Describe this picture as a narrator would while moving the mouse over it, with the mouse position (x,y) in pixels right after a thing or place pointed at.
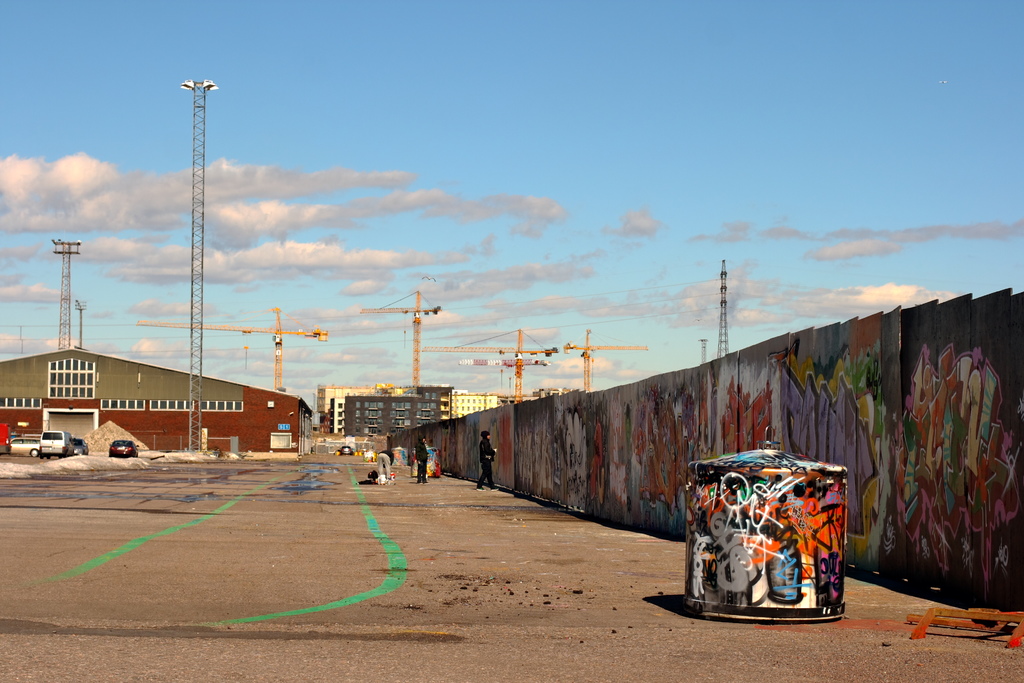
In this image, we can see persons (424,479) in front of the wall (450,427). There is a tank (762,561) in the bottom right of the image (777,553). There are buildings (380,408) and cranes (277,322) in the middle of the image (365,412). There is a shed (103,374) in between towers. There is a sky (493,111) at the top of the image (549,42). There are vehicles (85,443) on the left side of the image (50,448).
